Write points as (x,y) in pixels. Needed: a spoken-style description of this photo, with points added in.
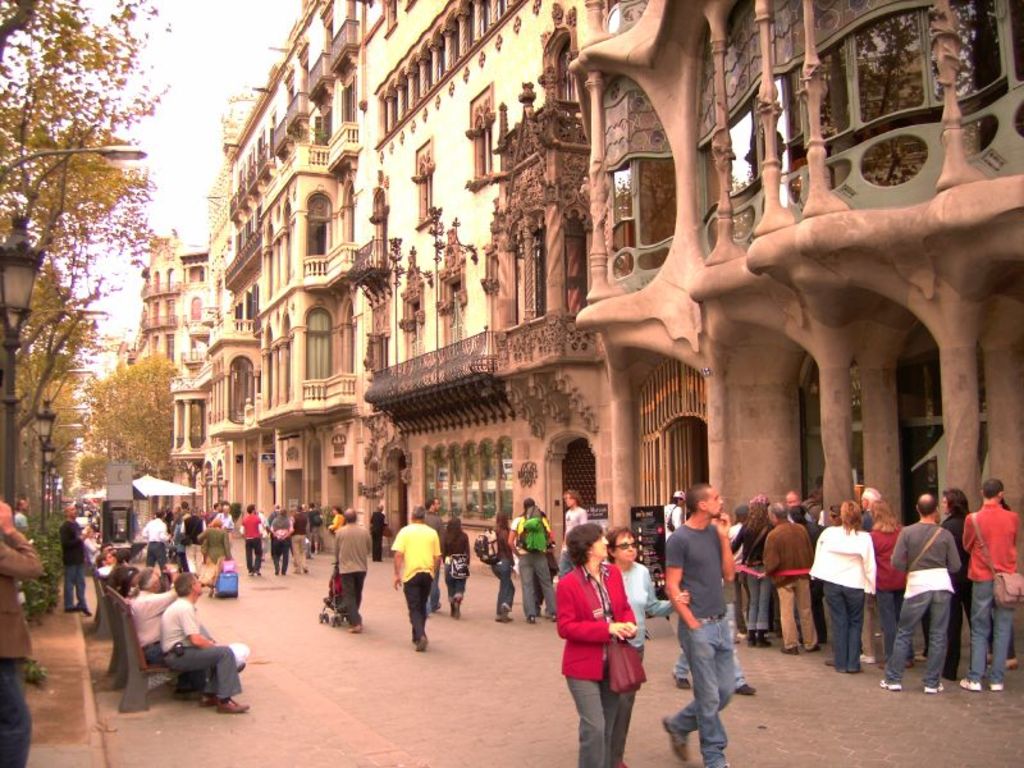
In this picture we can see a group of people (419,554) and some objects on the ground (434,693) and in the background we can see buildings (649,34), trees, electric poles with lights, sky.
